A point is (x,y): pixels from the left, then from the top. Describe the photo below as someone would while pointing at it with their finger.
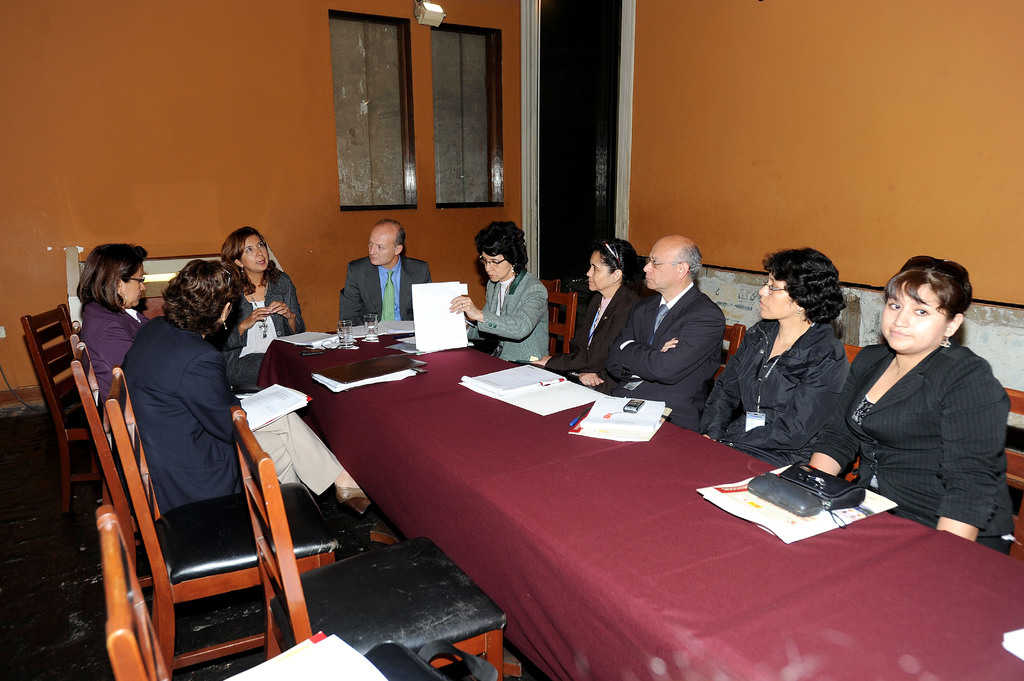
In this image we can see persons (883,405) sitting around the table (687,570). On the table (673,542) we can see handbag (838,495), papers (555,393), books (405,361) and glasses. In the background (799,126) we can see wall (228,175) and windows (376,169).
